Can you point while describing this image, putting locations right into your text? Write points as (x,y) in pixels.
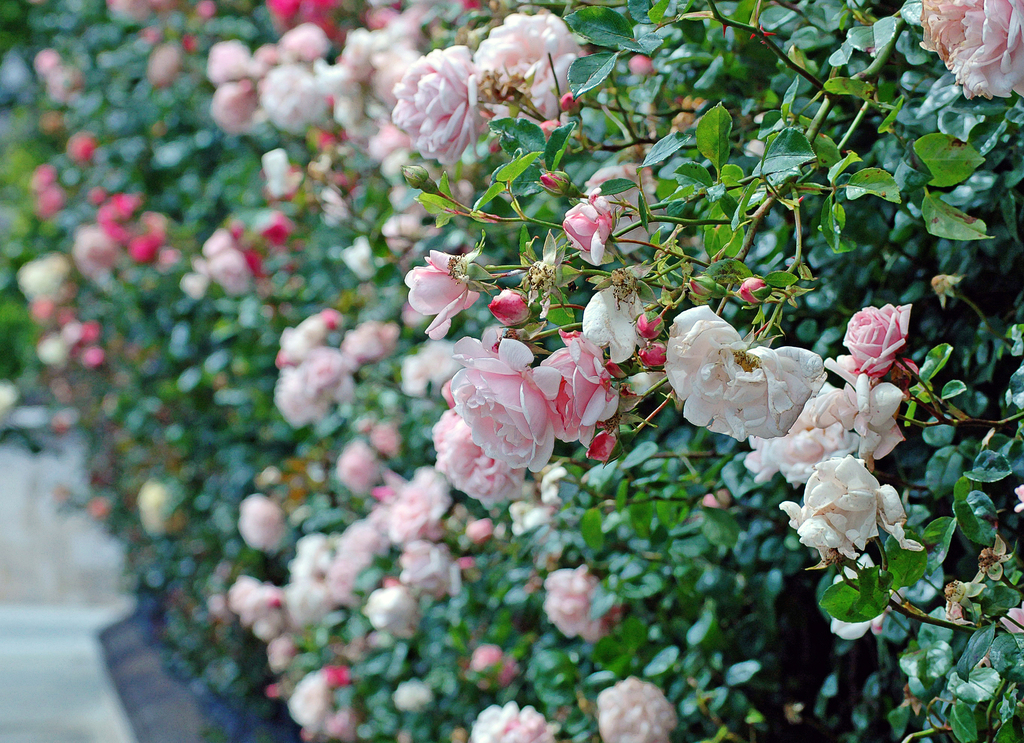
This picture is clicked outside. In the foreground (673,524) we can see the flowers (615,613) and the green leaves (389,257) of the trees (145,348). On the left (36,519) we can see the ground like thing (35,668) and we can see some objects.
